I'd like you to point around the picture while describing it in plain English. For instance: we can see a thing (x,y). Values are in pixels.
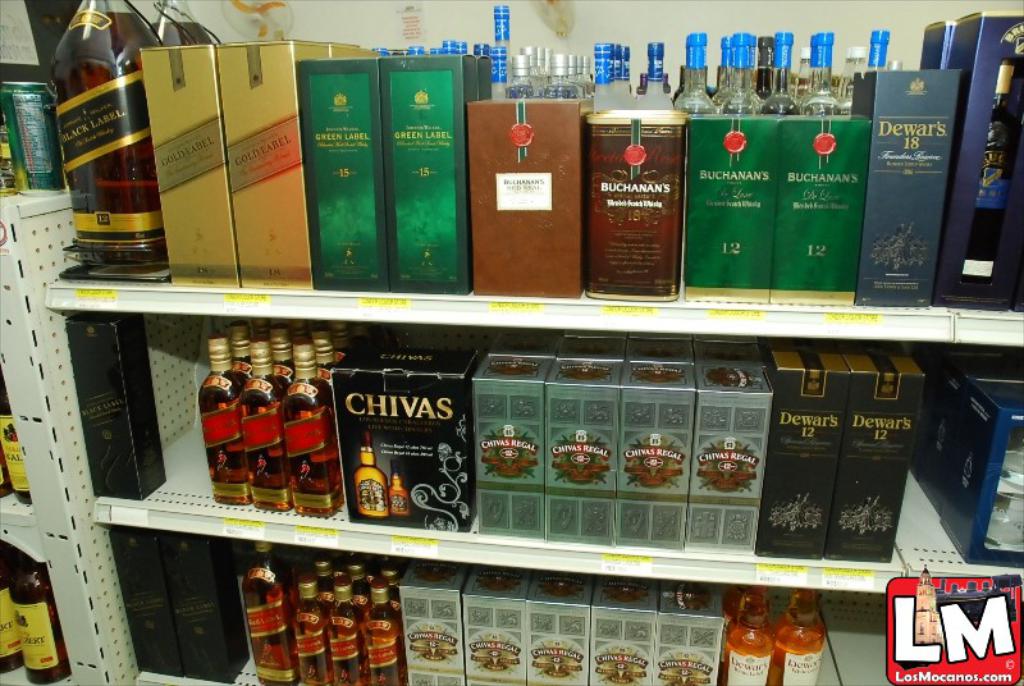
In this image we can see some bottles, boxes (403,392), on the racks (43,264), we can see the wall (436,17), and on the image we can see some text (955,640).
